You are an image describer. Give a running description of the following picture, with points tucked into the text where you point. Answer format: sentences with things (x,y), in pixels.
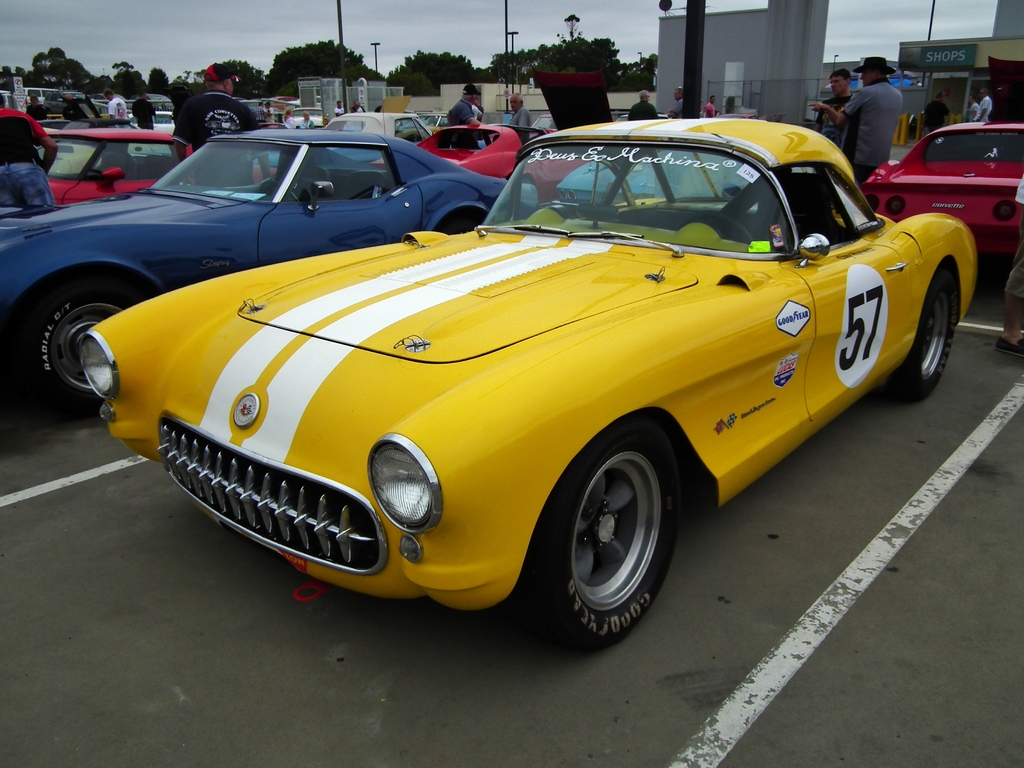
In this image we can see cars (364,242) and people (18,202) standing on the road (703,540). Here we can see poles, trees (548,64), board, walls (632,93), and other objects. In the background (365,20) there is sky (497,50).
